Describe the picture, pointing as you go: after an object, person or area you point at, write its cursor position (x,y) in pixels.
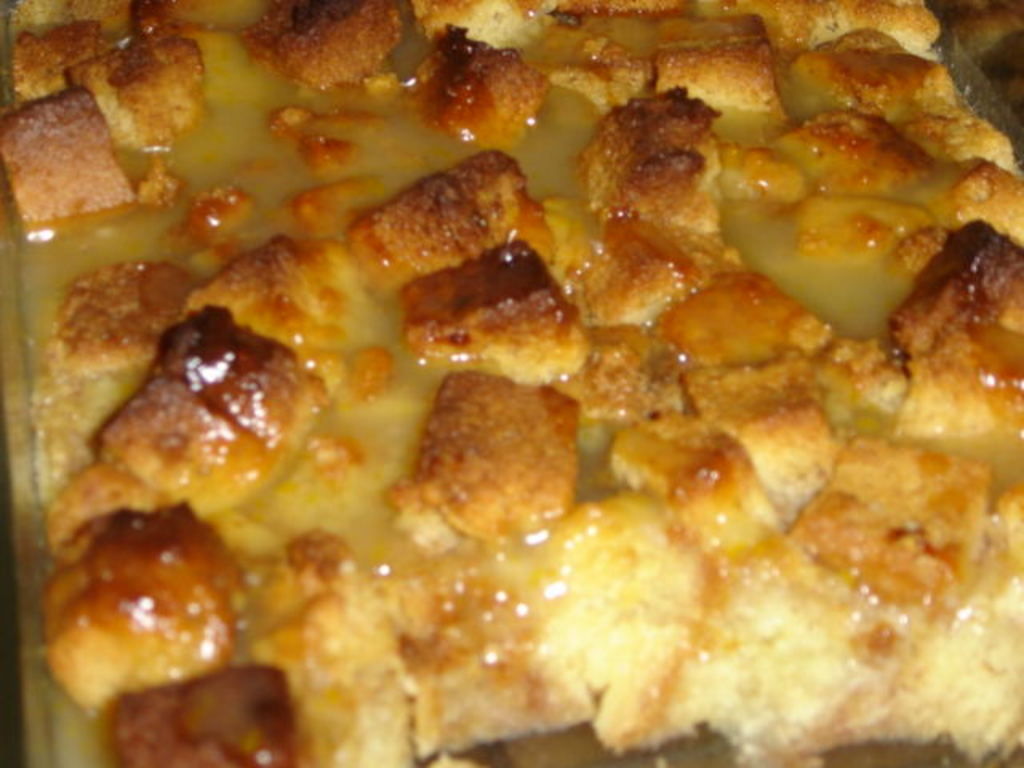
In this image we can see a food item (572,356).
